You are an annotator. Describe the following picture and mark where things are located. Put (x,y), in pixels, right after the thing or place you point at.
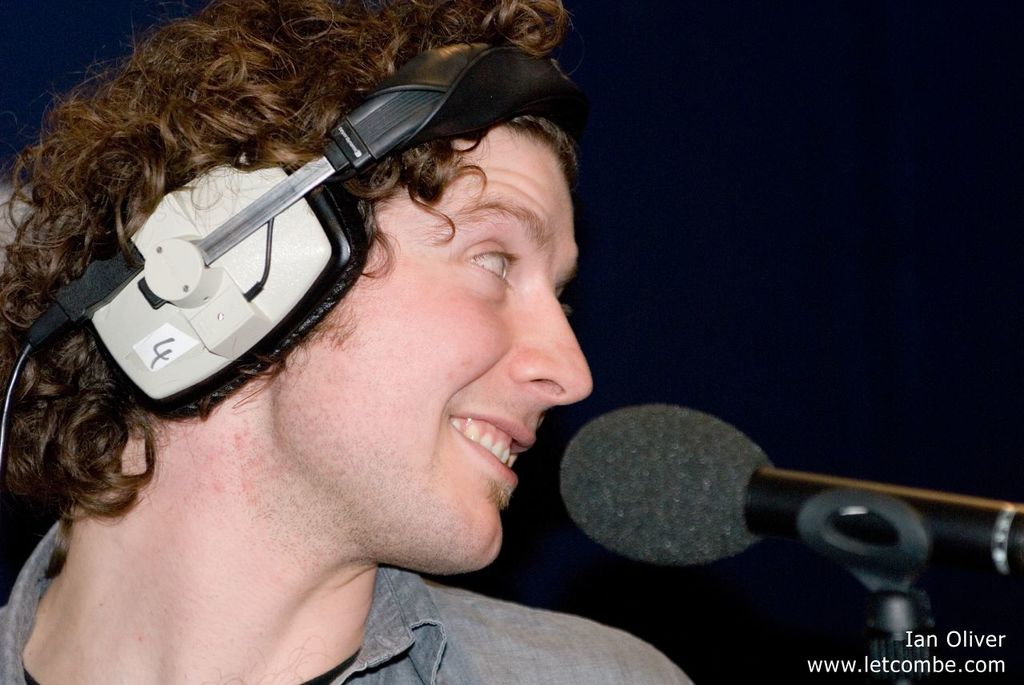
In the picture we can see a man (29,488) turning to the left hand side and smiling, he is with a headset (144,325) and in front of him we can see the microphone (783,519) to the stand (819,516).
